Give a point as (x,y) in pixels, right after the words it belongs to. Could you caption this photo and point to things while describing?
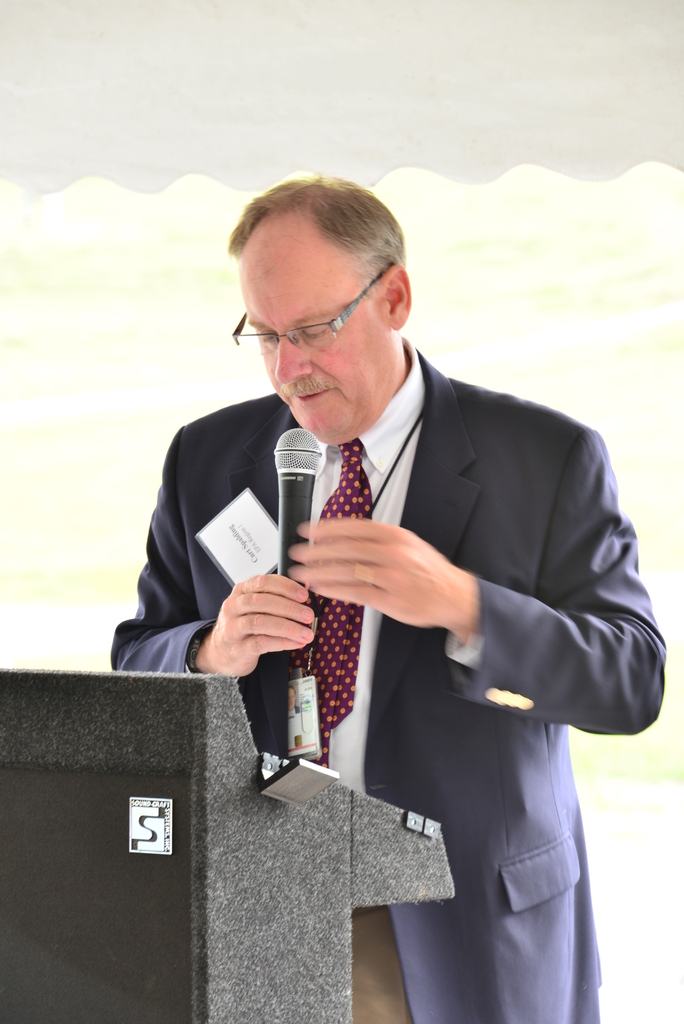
In this image there is a man (481,985) standing and talking in a microphone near the podium (52,761).
